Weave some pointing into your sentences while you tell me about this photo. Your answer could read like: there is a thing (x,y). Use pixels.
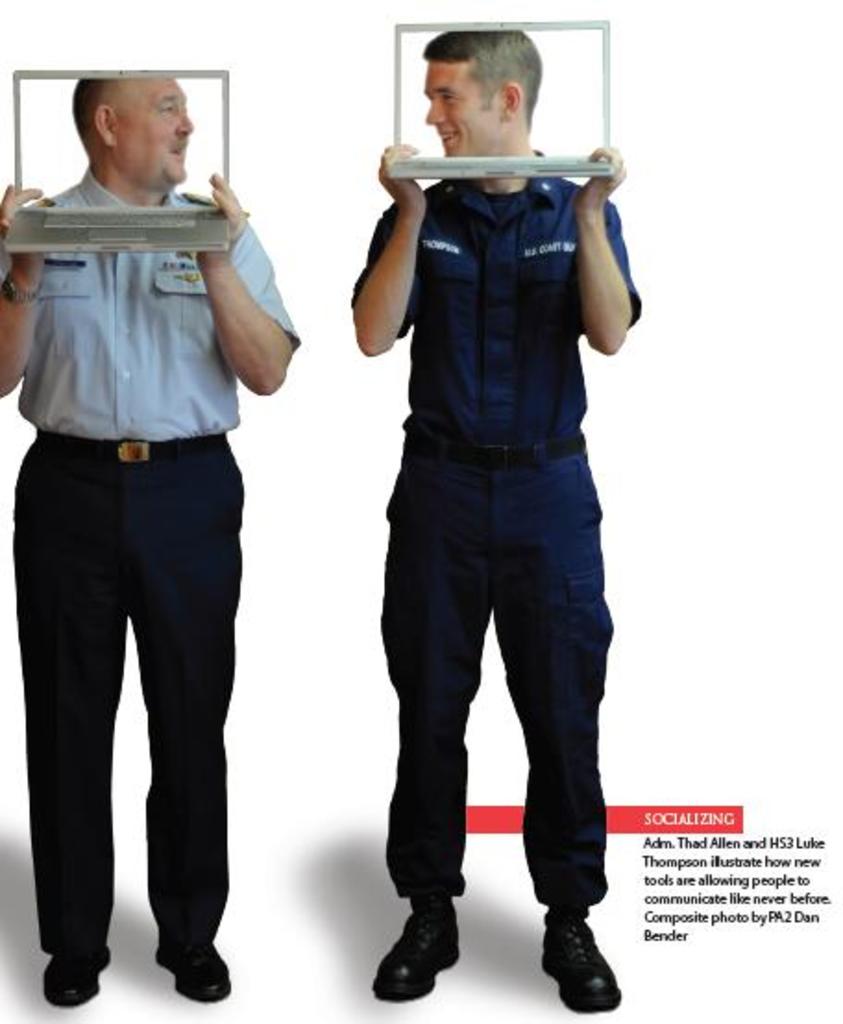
In this image we can see two people (400,588) standing and holding laptops (550,169) in their hands (597,187).
